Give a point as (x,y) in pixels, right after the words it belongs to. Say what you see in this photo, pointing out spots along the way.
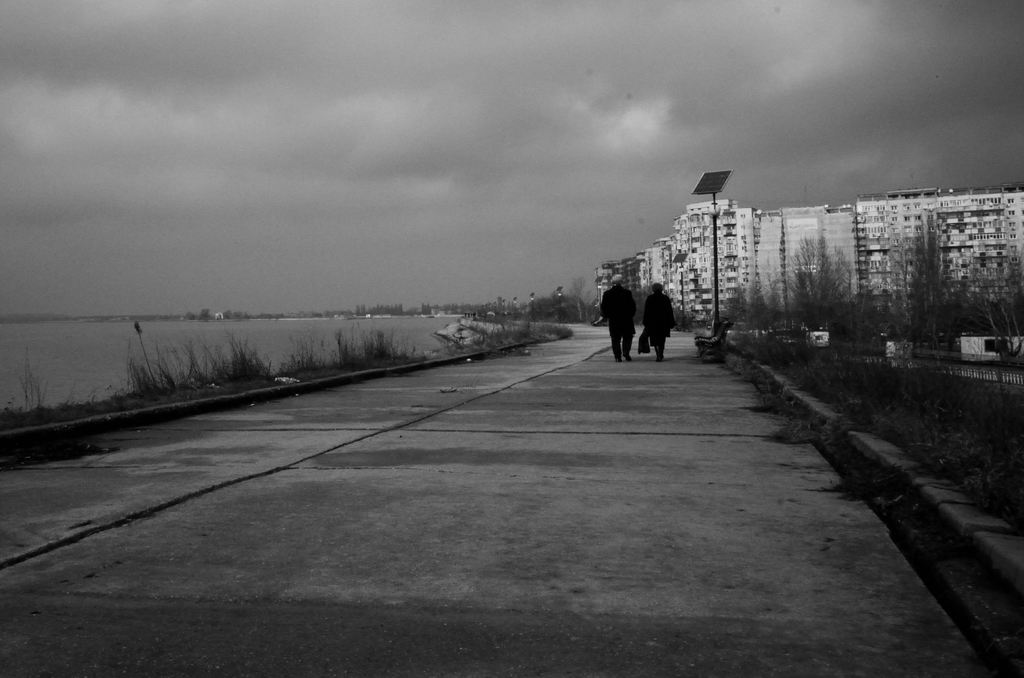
In this image I can see few buildings (799,225), dry trees (790,295), water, few people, sky (317,143) and few solar-panels (722,188) on the stands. The image is in black and white.
